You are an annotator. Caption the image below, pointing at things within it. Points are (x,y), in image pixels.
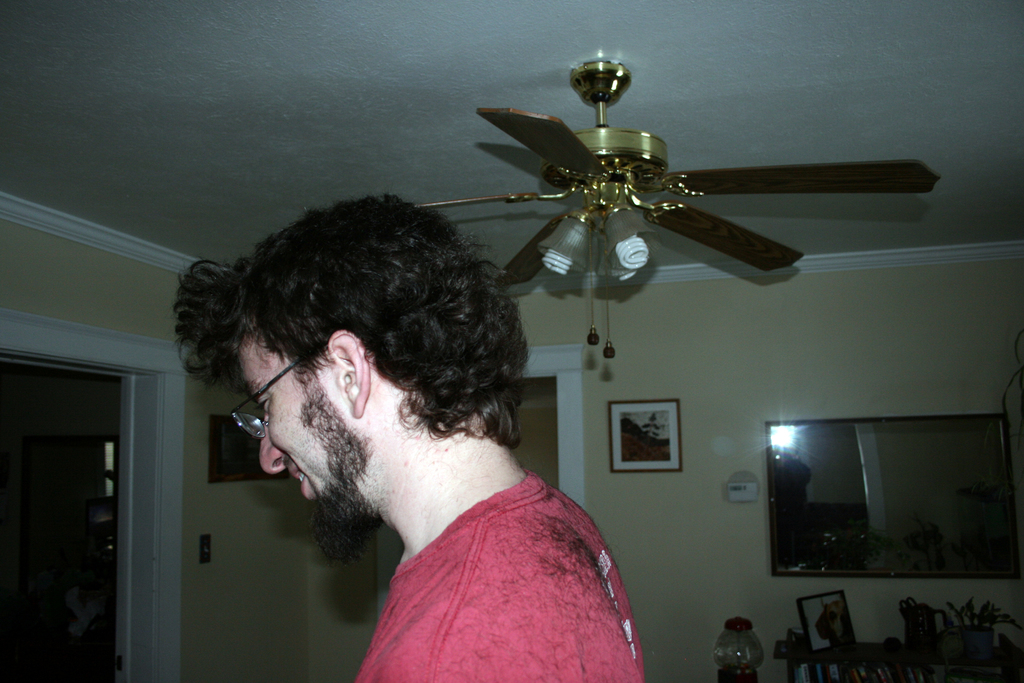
In this image there is a person (350,435) wearing spectacles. Right side (831,507) there is a screen (843,488) and a frame (666,429) attached to the wall (714,528). Right bottom there is a table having a picture frame (838,620), pot (969,637) and few objects (957,642). The pot (976,634) is having a plant (974,612). Left side (159,506) a frame (245,464) is attached to the wall (228,515) having a door (53,526). Behind there are objects (86,592). Top of the image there is a fan (711,178) attached to the roof (830,89).
